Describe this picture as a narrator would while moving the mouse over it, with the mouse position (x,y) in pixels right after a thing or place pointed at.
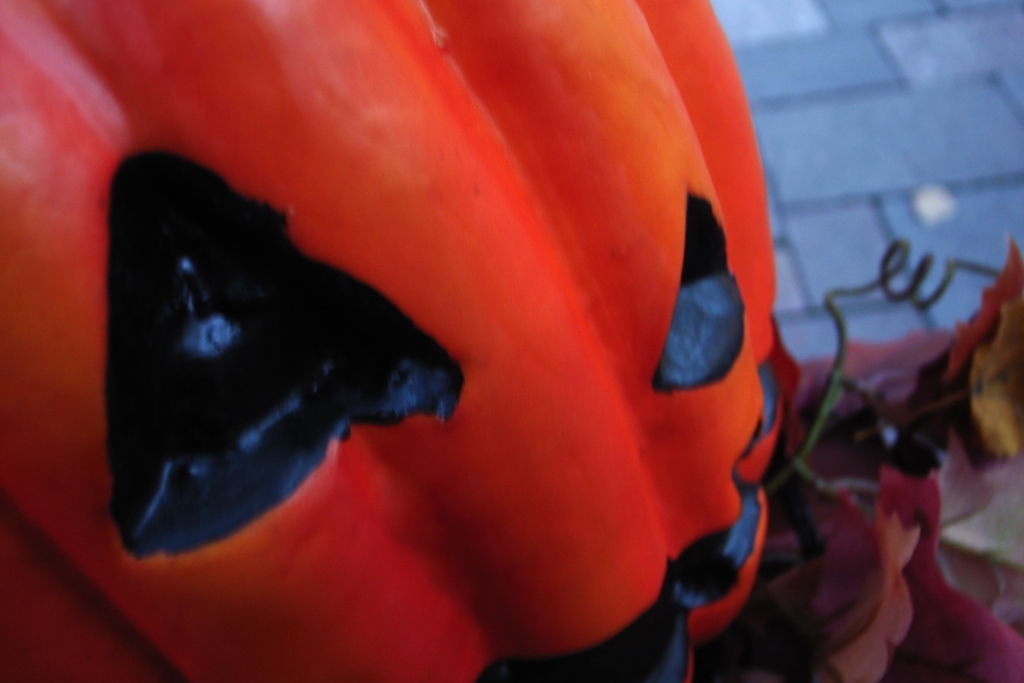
In this picture it looks like a pumpkin (490,416) in the front (427,397), in the background (930,153) there are some tiles (873,157), we can see a blurry background (938,244).
